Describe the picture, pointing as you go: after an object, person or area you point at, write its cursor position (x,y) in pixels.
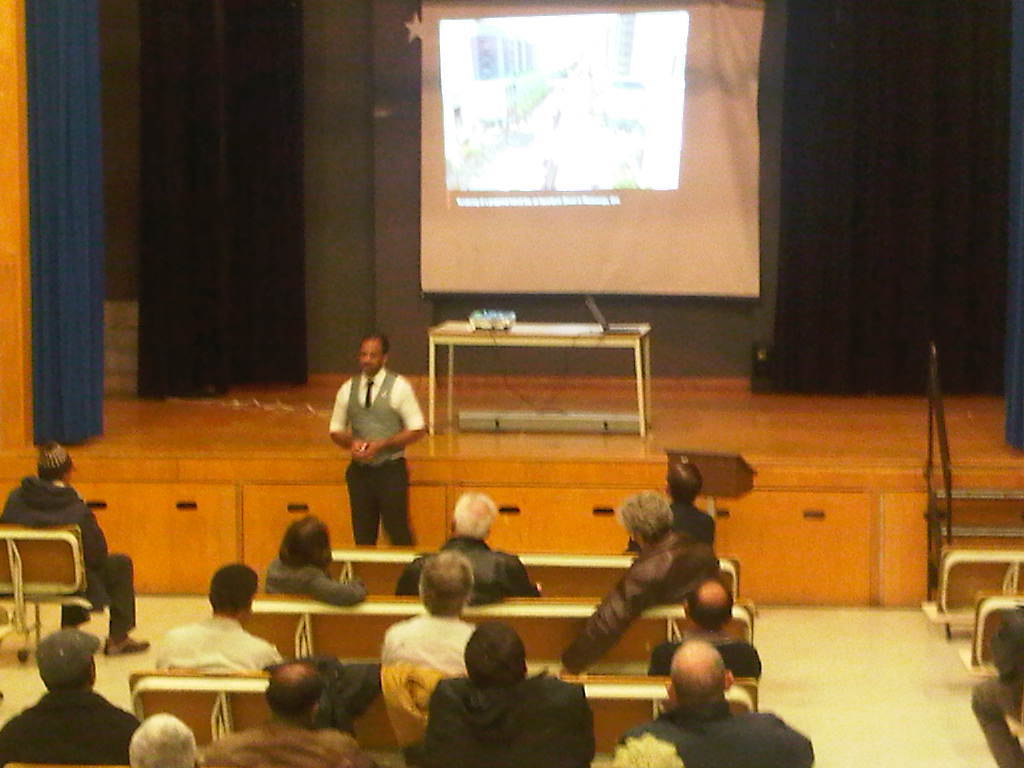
This image is taken indoors. At the bottom of the image (707,595) there is a floor (818,634) and a few people (445,601) are sitting on the benches (557,611). In the background (955,117) there is a wall (355,208) with curtains (140,218) and a projector screen (705,206). In the middle of the image (354,379) a man (376,418) is standing on the floor (829,623) and there is a dais (581,398) with a table (507,339) on it and on the table (596,338) there is a laptop (608,328) and a projector (482,318).
